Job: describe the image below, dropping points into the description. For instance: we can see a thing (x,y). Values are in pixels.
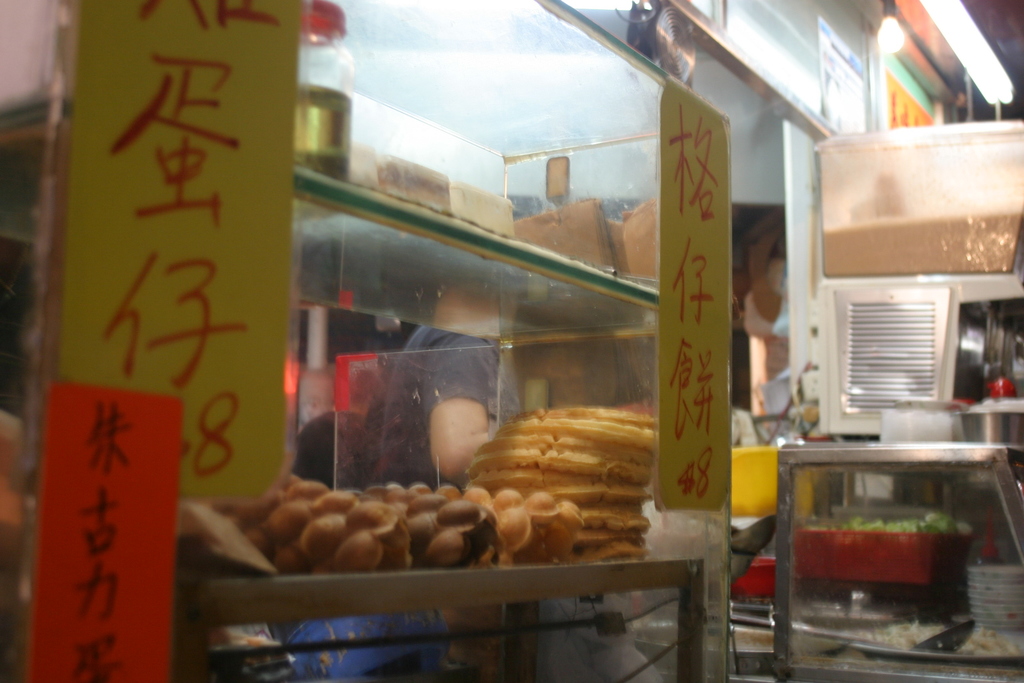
In this image there are glass cupboards (564,367), boards (116,516), person (475,395), food (453,513), lights (952,19) and objects (814,419). Something is written on the boards (177,393).
